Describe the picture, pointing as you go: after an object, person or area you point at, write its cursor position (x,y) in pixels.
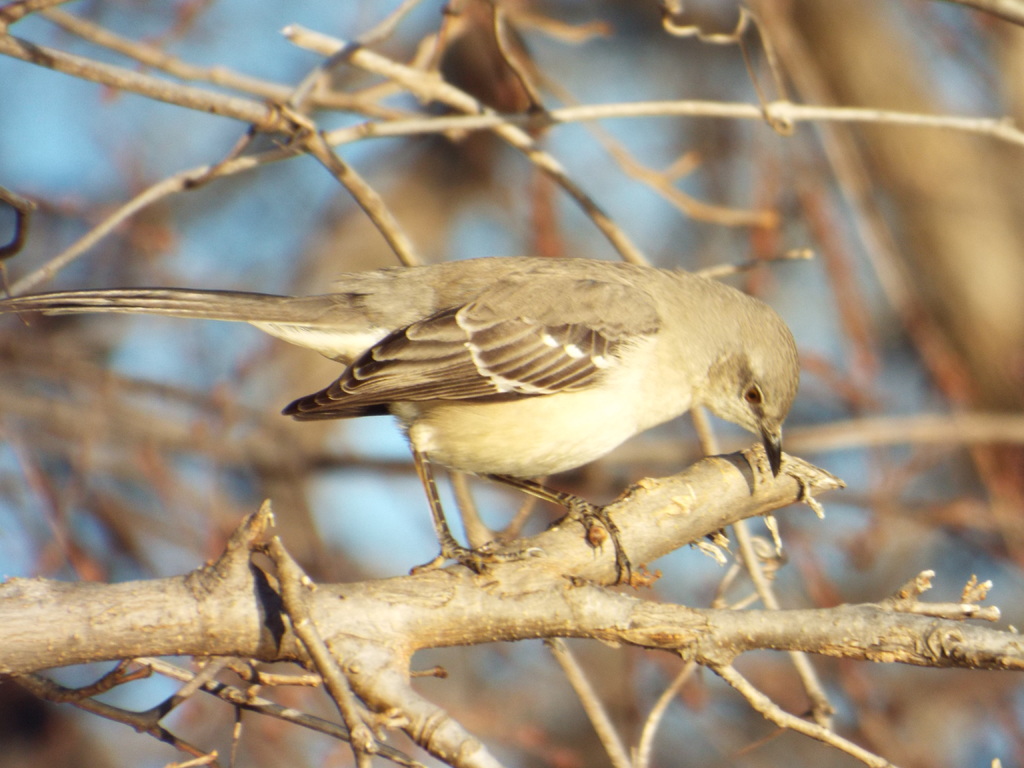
In this picture I can see there is a mockingbird (776,434) sitting on the branch (748,620) and there are twigs (441,131) in the backdrop (228,693).
